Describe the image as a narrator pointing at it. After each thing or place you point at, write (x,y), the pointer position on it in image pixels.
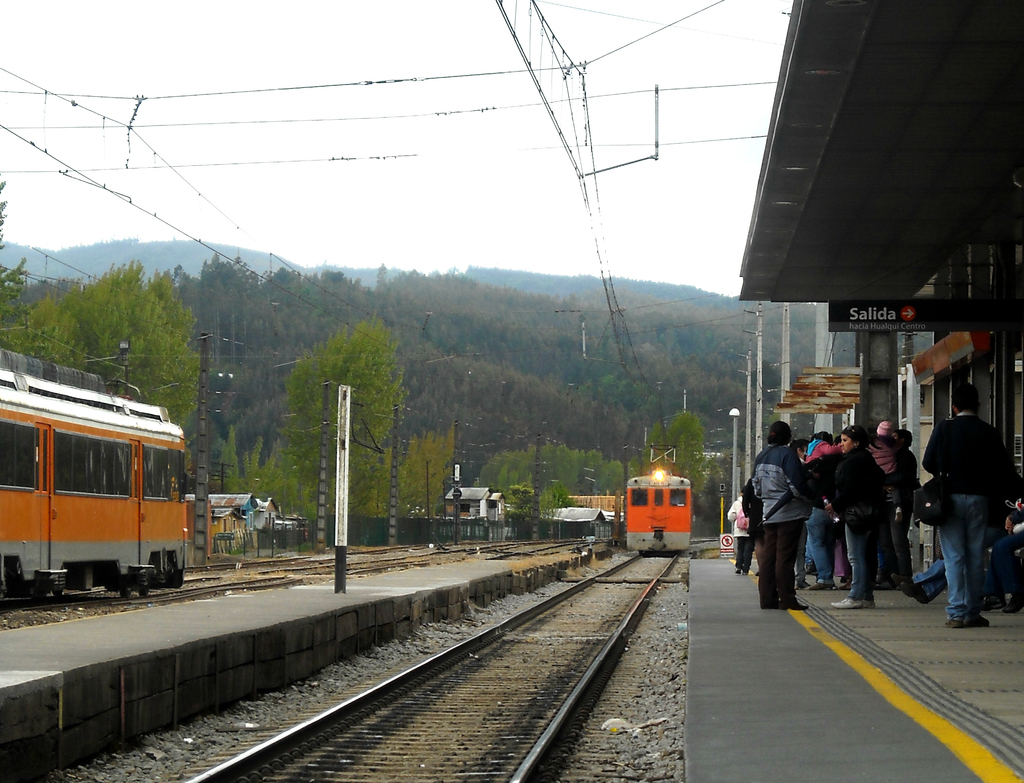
In the center of the image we can see trains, which are in yellow and orange color. And we can see railway tracks (495,693), poles (454,470), fences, etc. On the right side of the image (818,497), we can see a few people (860,476) are standing. In the background (412,87) we can see the sky (407,99), clouds (300,256), hills (694,299), trees (694,303), poles (458,483), wires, sign boards (954,307) etc.
